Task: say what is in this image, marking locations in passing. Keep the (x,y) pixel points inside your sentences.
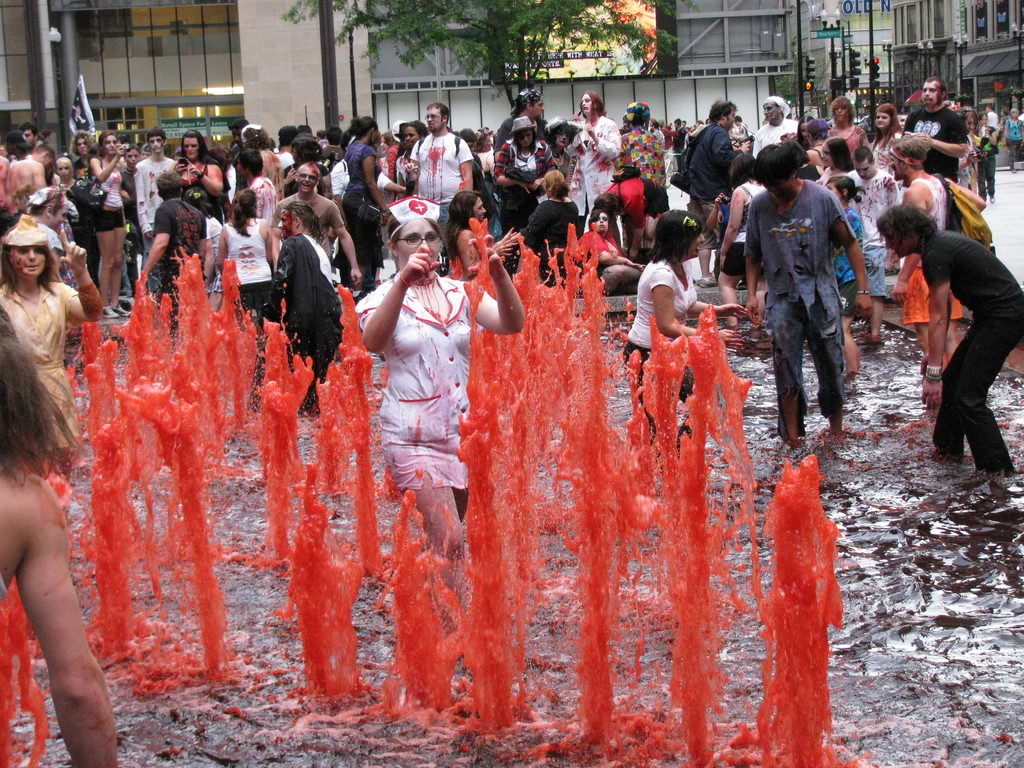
In the foreground of the picture (458,319) there is a fountain (535,518), in the fountain (176,390) there are people (50,374). In the center of the picture (416,347) there are people (431,159) with different costumes (579,152). In the background (264,45) there are buildings (264,45), signal lights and a tree (519,49).
